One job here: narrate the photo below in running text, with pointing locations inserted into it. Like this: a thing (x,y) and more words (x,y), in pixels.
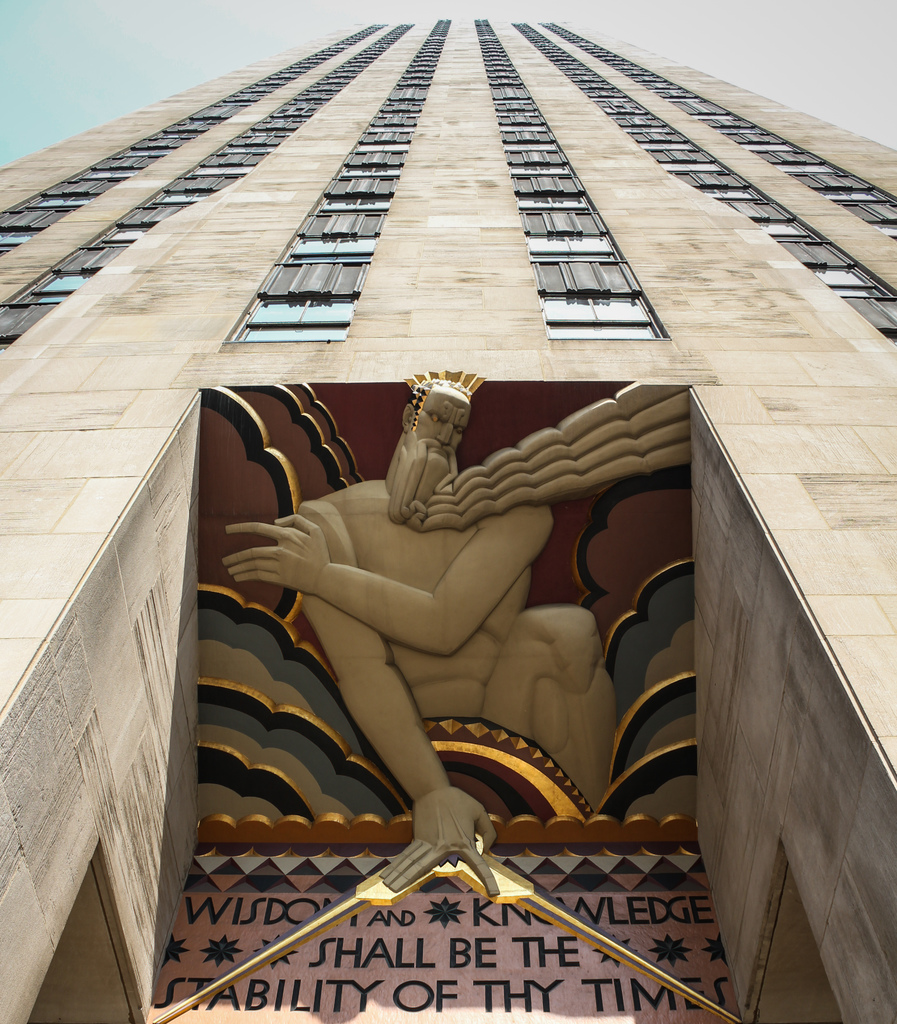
In this picture we can see a building (532,216) and few windows (368,256), and also we can find text (584,970) on the building (748,830).
